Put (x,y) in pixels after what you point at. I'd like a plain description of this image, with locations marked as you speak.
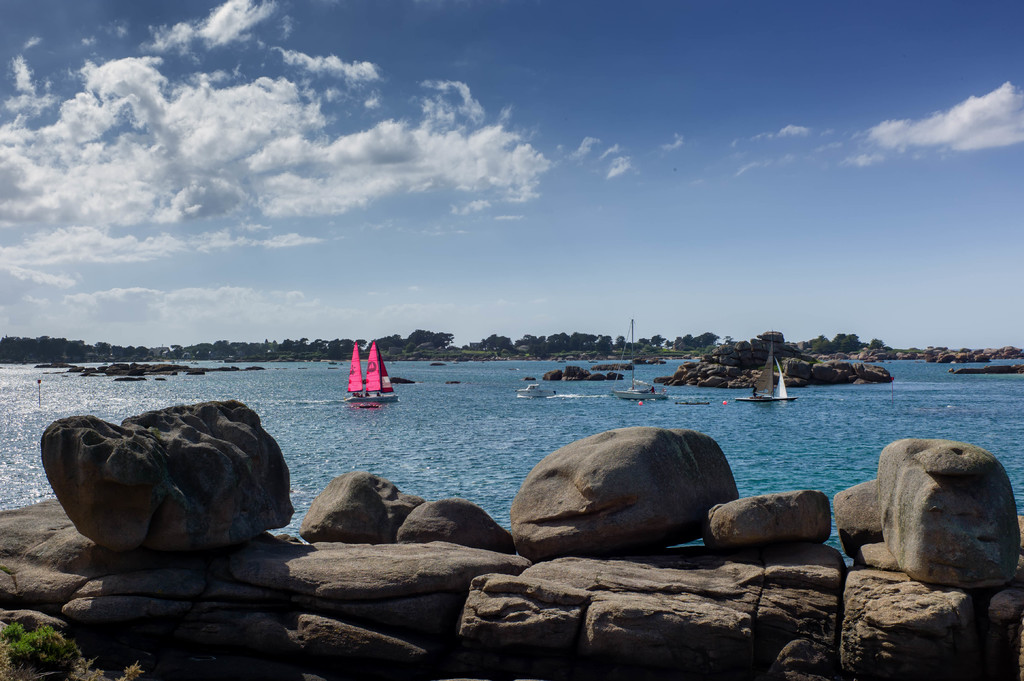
In this image there are some stones (517,545) in the bottom of this image (469,514) and on the right side of this image (752,365) as well. There is a Sea (279,369) in the middle of this image (487,419) and there are some boats (390,401) on it. There is a cloudy sky (508,241) on the top of this image (433,174). There are some trees (517,340) in the middle of this image (607,341).
